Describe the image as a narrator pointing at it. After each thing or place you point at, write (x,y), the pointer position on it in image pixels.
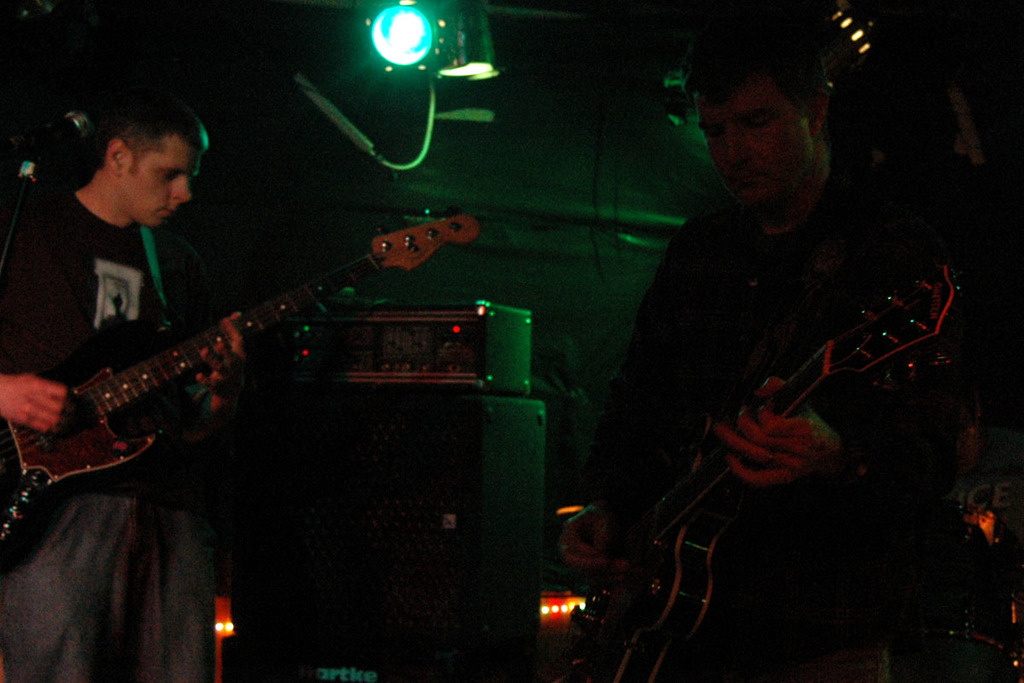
There is a man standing on the right side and he is playing a guitar (567,669). There is another person (60,621) on the left (73,631) and he is also playing a guitar (4,467).
